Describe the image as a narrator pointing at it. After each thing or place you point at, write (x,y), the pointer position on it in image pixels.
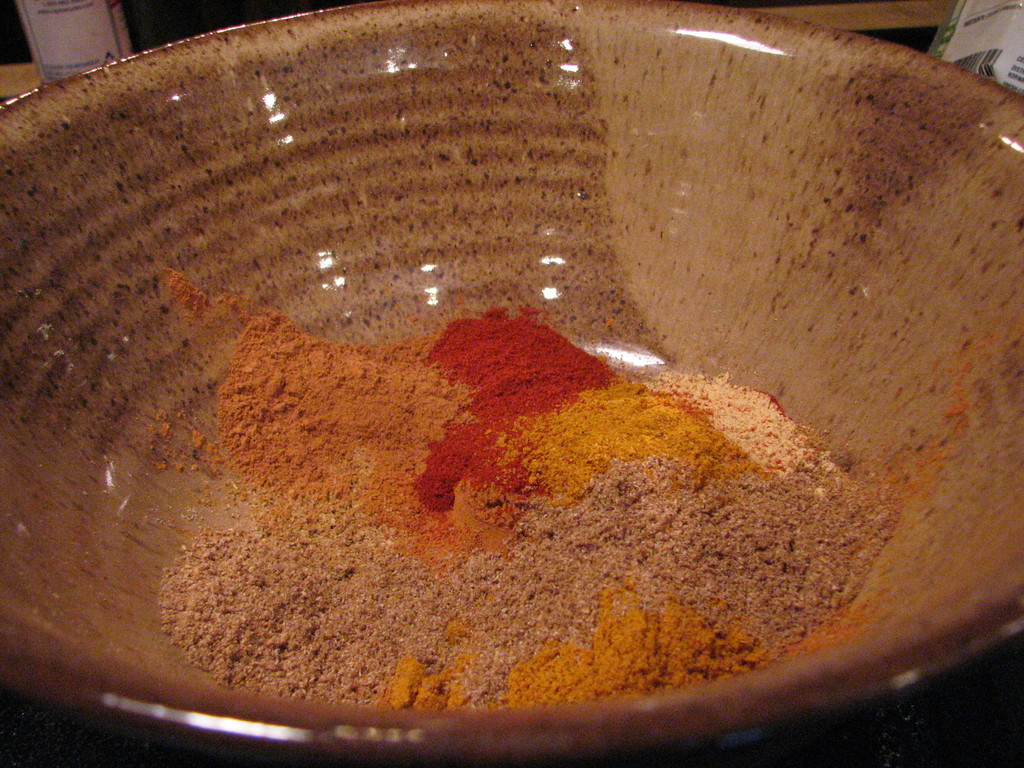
In this image I can see something in the bowl (178,436).
